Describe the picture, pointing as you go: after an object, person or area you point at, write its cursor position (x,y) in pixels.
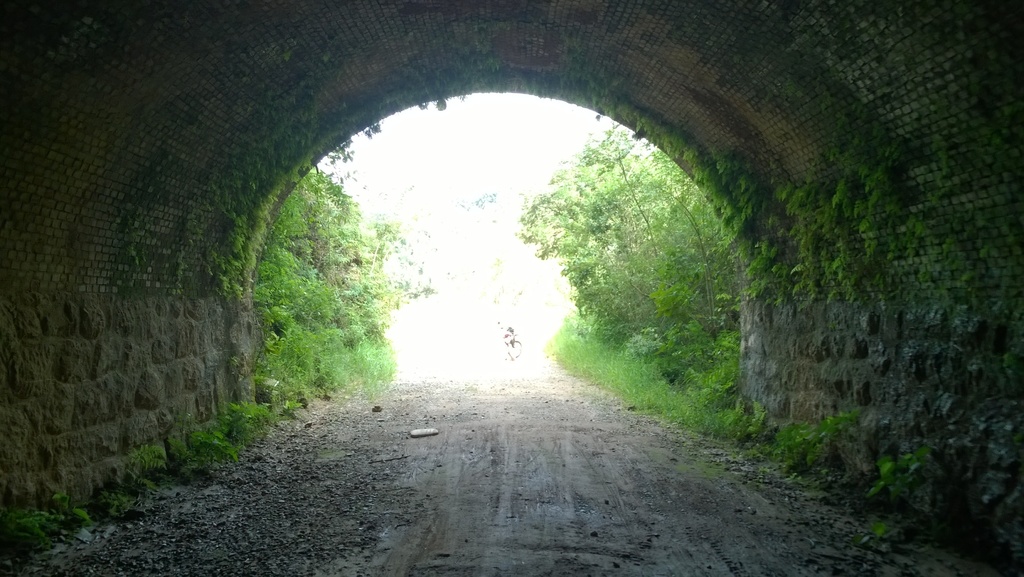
In the center of the image (644,235) we can see a tunnel (138,353) and there are trees (626,329).
